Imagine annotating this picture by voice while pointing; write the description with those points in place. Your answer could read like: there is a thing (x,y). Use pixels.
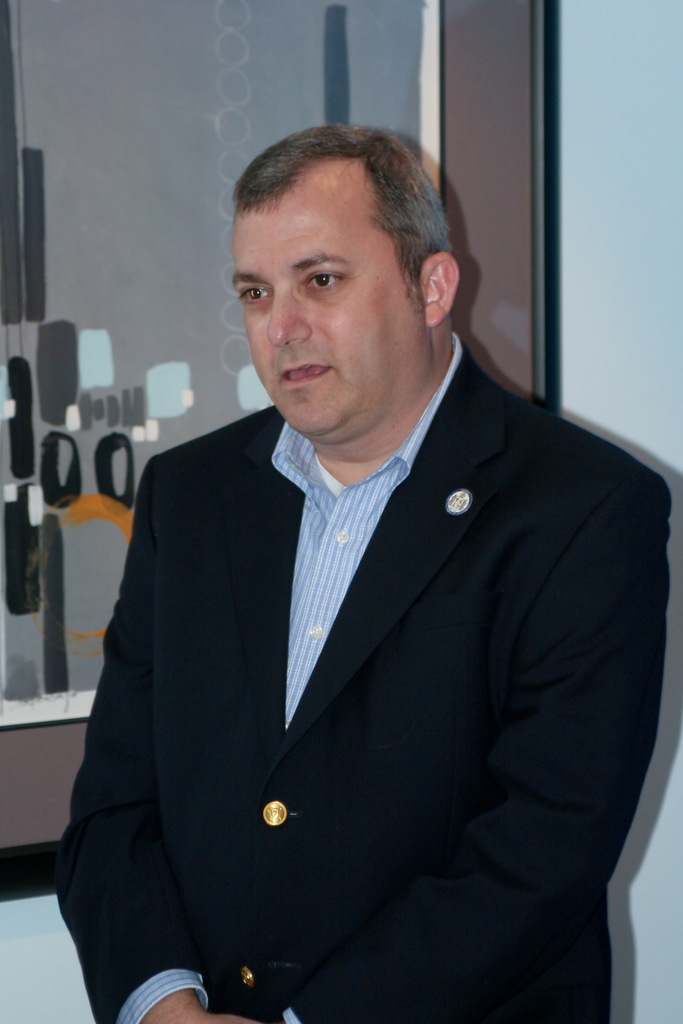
In this image there is man (397,611), he is wearing black color suit (318,693), in the background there is a wall (39,970).
